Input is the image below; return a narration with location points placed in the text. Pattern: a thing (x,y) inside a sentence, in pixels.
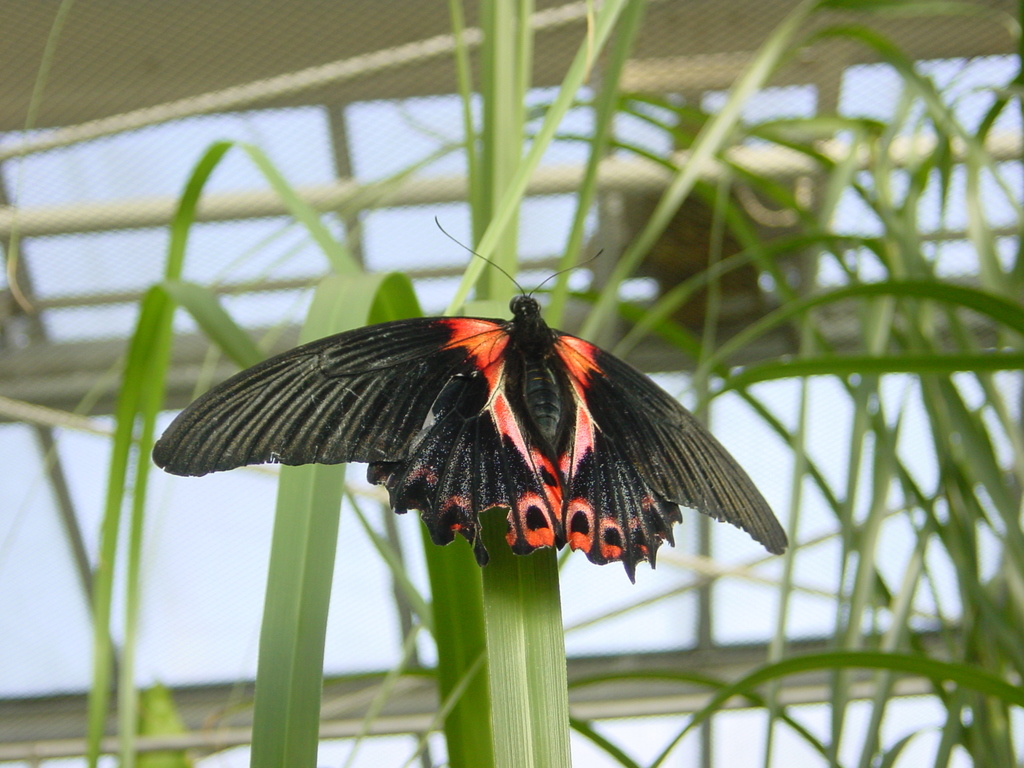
In the picture we can see some grass plant (584,722) on it, we can see a butterfly (401,336) which is black in color and orange color design (582,385) on it and behind the plant (506,288) we can see a fencing (538,264) and behind it we can see the sky (418,216).
